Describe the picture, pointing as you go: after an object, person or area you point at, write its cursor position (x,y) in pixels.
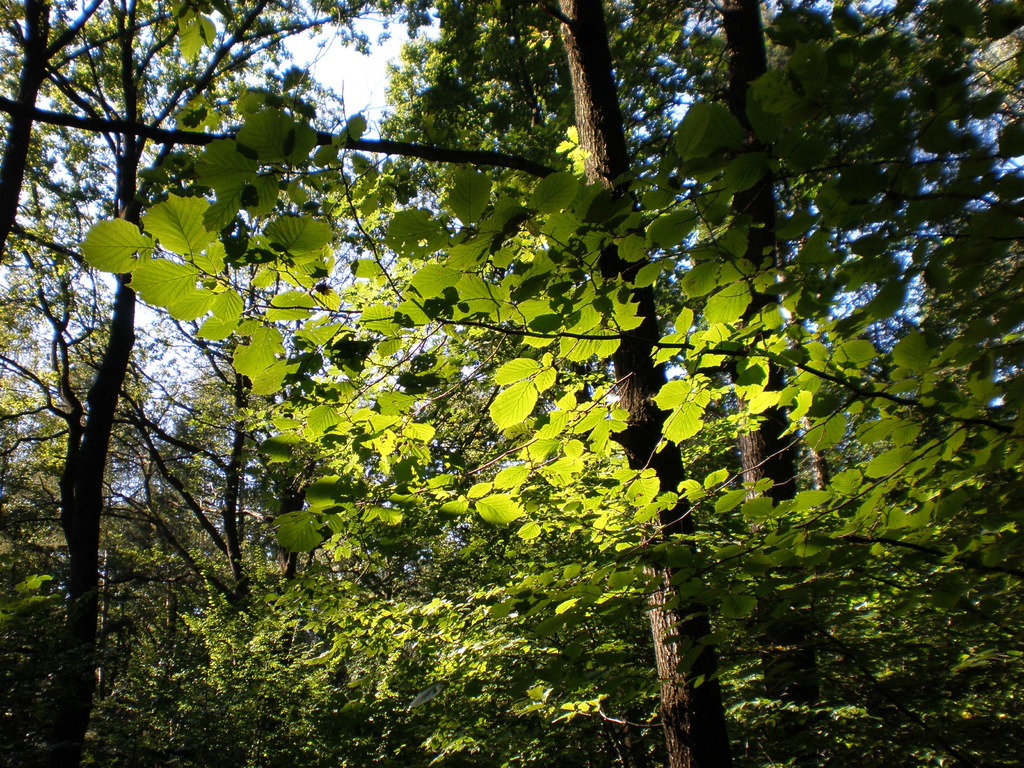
In this picture we can see trees (420,291) and in the background (354,93) we can see the sky (341,249).
